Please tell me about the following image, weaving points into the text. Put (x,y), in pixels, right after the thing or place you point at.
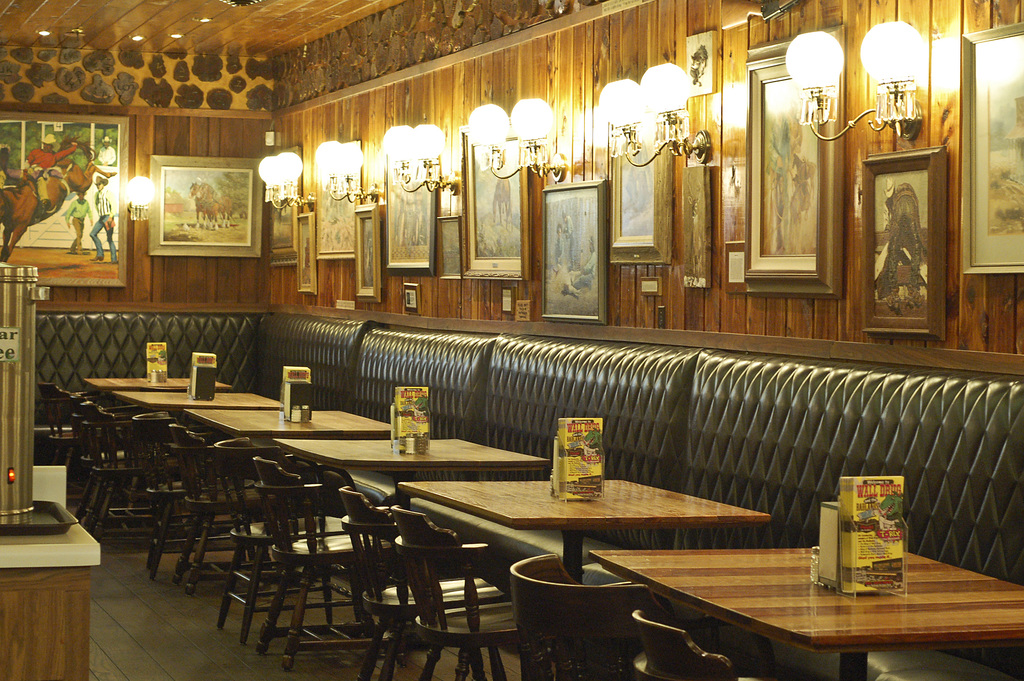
This is an inside view. Here I can see a table (181,407) and empty chairs (135,474) which are arranged in an order. On the tables (613,493) I can see some objects (203,379) are placed. On the left side (26,437) there is a vessel (10,450) is placed on the counter (57,620). In the background (241,182), I can see few frames (180,215) and lights (297,154) are attached to the wall (446,94).
